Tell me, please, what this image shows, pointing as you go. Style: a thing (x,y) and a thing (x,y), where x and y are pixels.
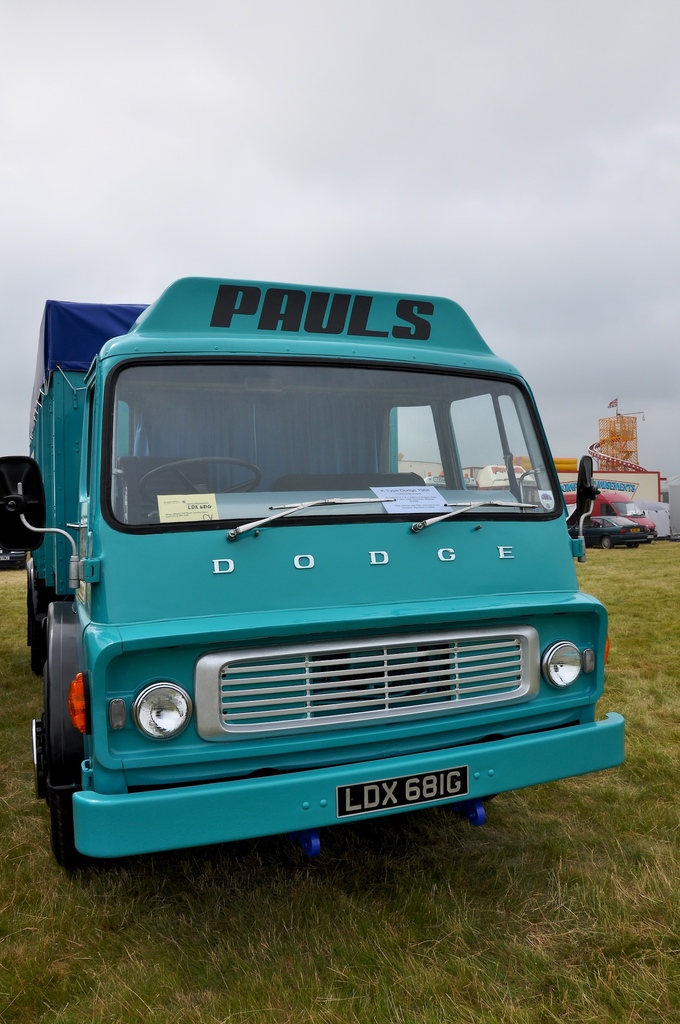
In this image I can see a vehicle (235,501) in green color, background (447,237) I can see few other vehicles (599,500) and sky (475,257) in white color.
